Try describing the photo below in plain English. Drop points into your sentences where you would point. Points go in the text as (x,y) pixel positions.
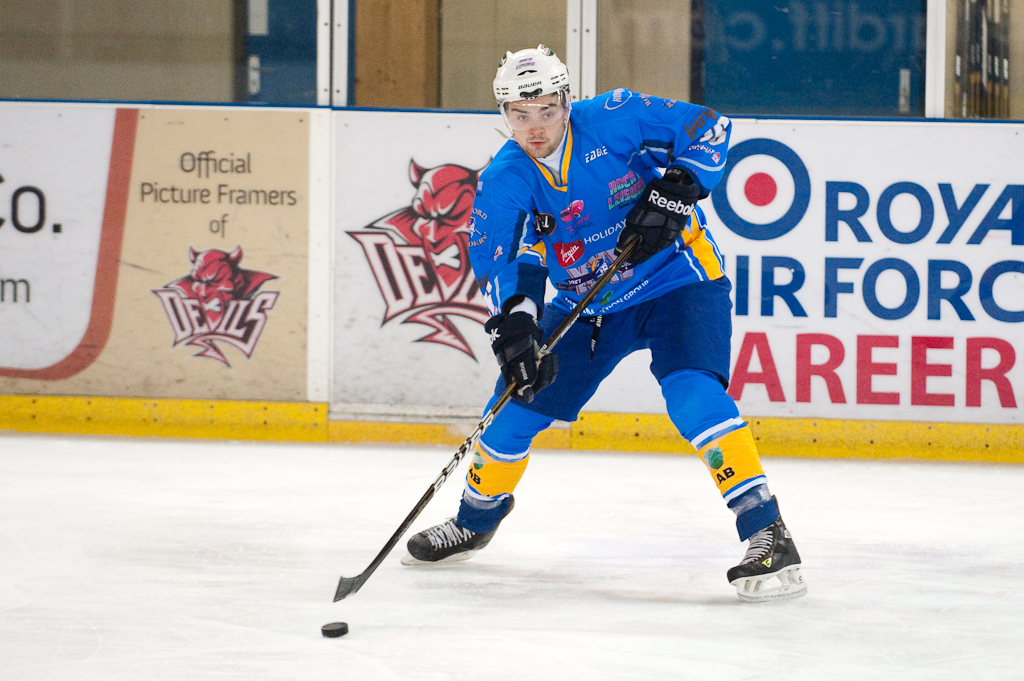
In this picture we can see a person (551,168) holding a hockey stick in his hands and wearing skate shoes (483,541) on his legs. We can see a few posters (191,204) at the back (204,206), from left to right. There is a banner (1003,190) on the right side (821,61).
